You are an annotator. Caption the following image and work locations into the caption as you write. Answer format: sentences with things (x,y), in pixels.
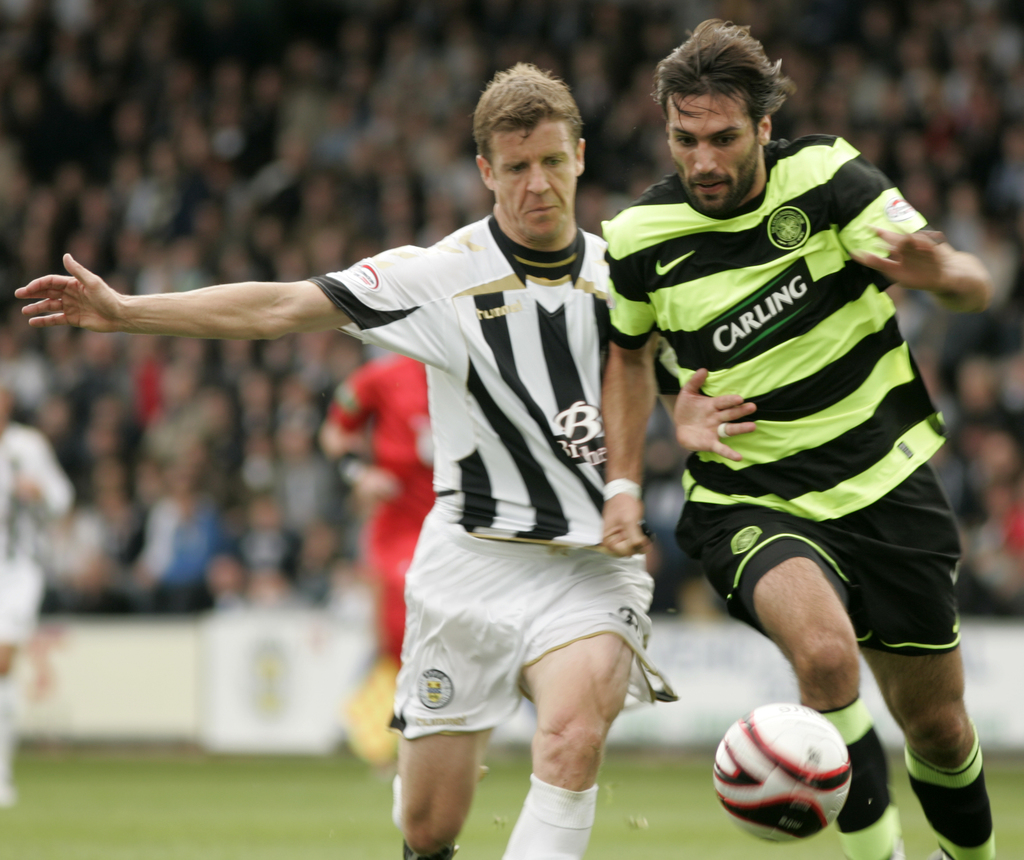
In this image there are two football players (654,362) wearing green color dress (711,330) and white color dress (464,401) and at the bottom of the image (804,763) there is a ball (796,789).
